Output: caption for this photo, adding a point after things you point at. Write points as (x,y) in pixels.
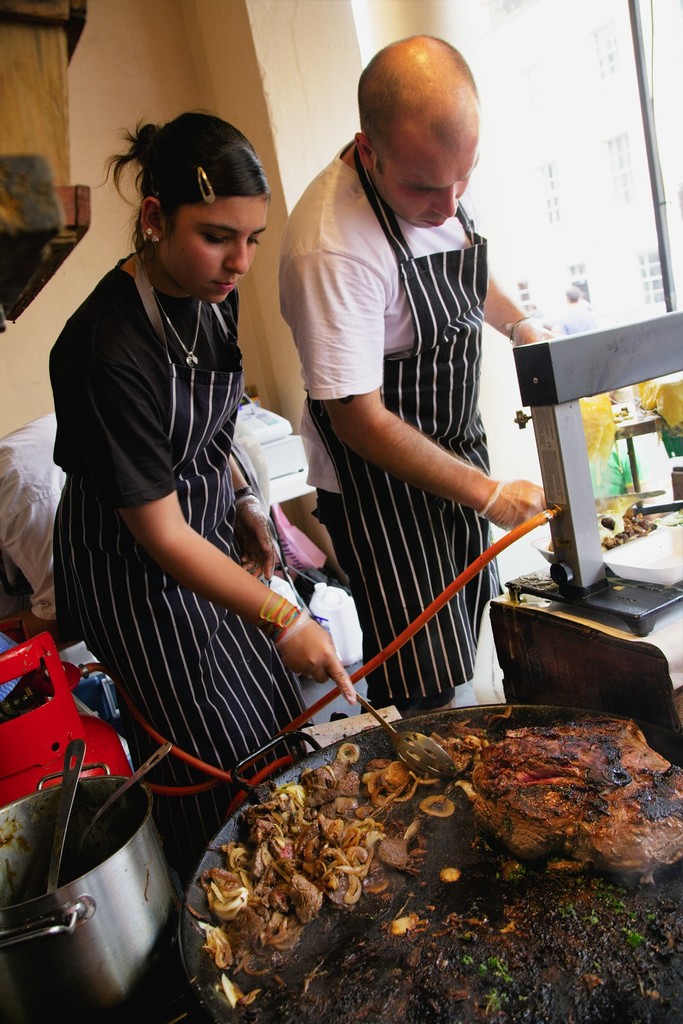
The woman (122,486) in black T-shirt (159,395) is cooking food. Beside her, we see the man (340,331) in white T-shirt (351,367) is serving the food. Beside her, we see gas cylinder (42,728) and a vessel (157,836). Behind them, we see a table (268,482) on which white color things (268,444) are placed. Behind that, we see a wall (183,100). On the right side (523,100), we see a building (526,239) in white color.
